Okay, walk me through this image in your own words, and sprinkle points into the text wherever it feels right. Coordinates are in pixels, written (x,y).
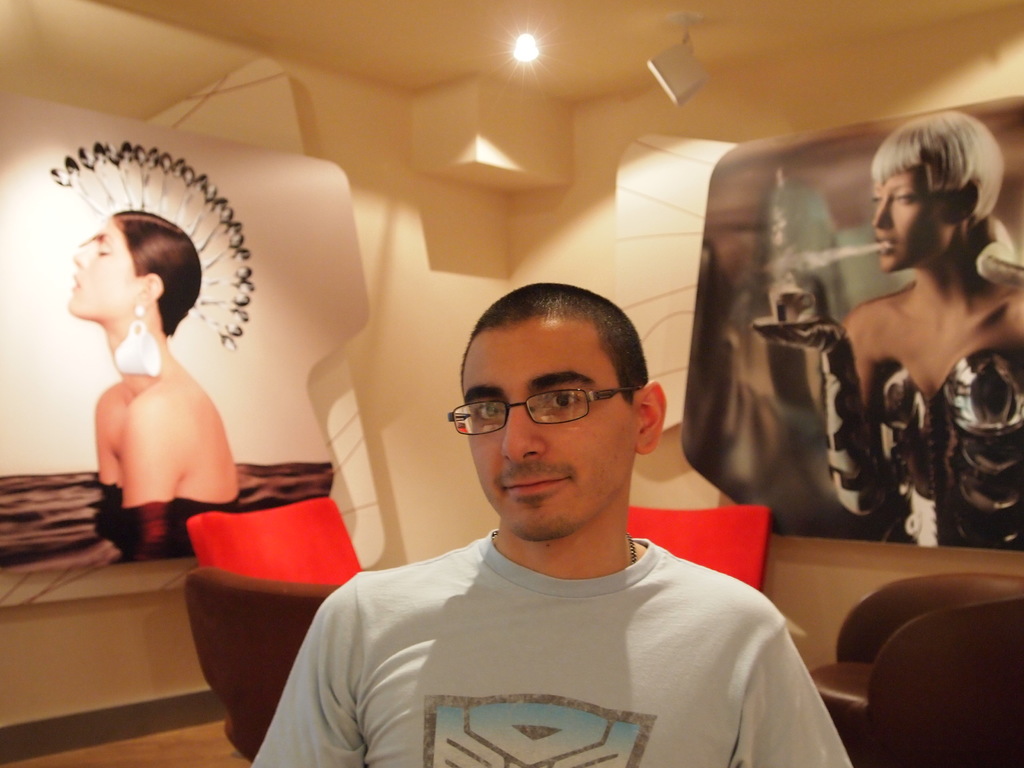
In this image I can see the person (543,620) with t-shirt (512,626) and specs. In the background (319,592) I can see the chairs (342,578). I can also see two people (139,399) in the boards (347,304). I can see the light (531,44) in the top (531,62).
